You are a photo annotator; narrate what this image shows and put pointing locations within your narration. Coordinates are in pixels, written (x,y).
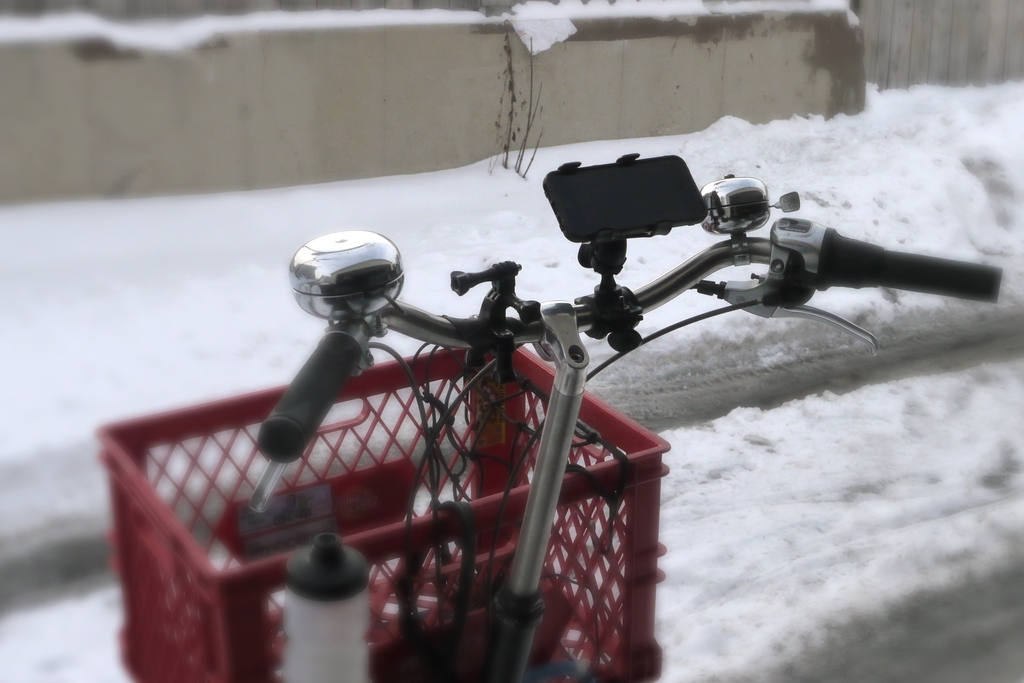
This picture shows a bicycle (344,360) with a basket (367,548) and a water bottle (293,623) and we see a mobile holder (649,235) to the handle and we see snow (37,208) on the ground (912,91).
